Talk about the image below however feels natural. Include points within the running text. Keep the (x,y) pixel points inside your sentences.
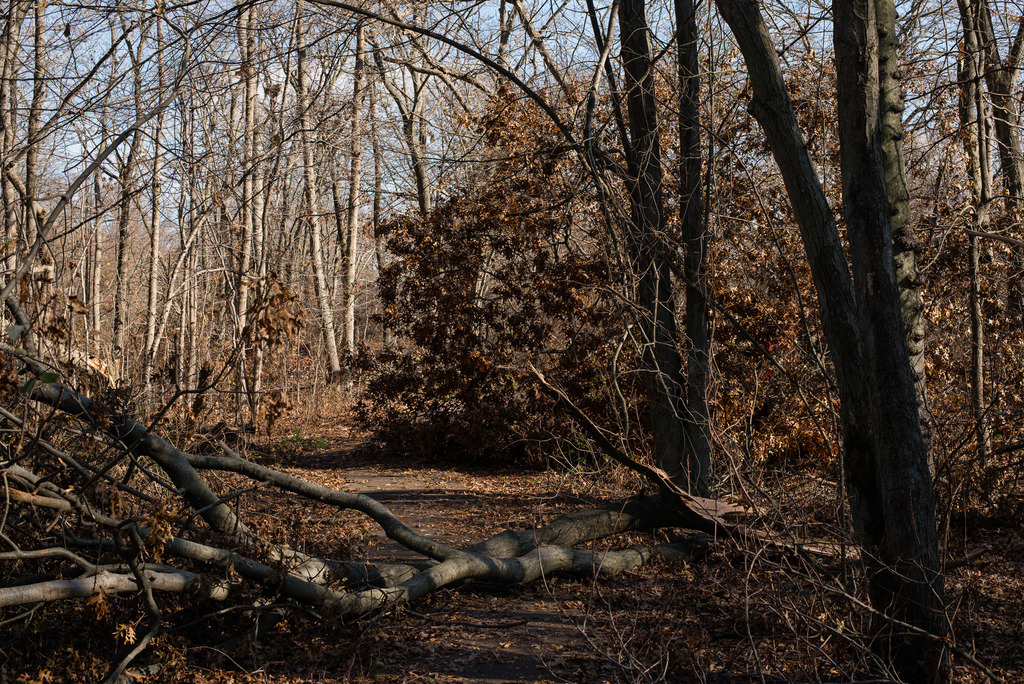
In this image we can see many trees (596,204). There is a blue sky (618,27) in the image. There are many dry leaves (337,522) on the ground (480,536) in the image.
